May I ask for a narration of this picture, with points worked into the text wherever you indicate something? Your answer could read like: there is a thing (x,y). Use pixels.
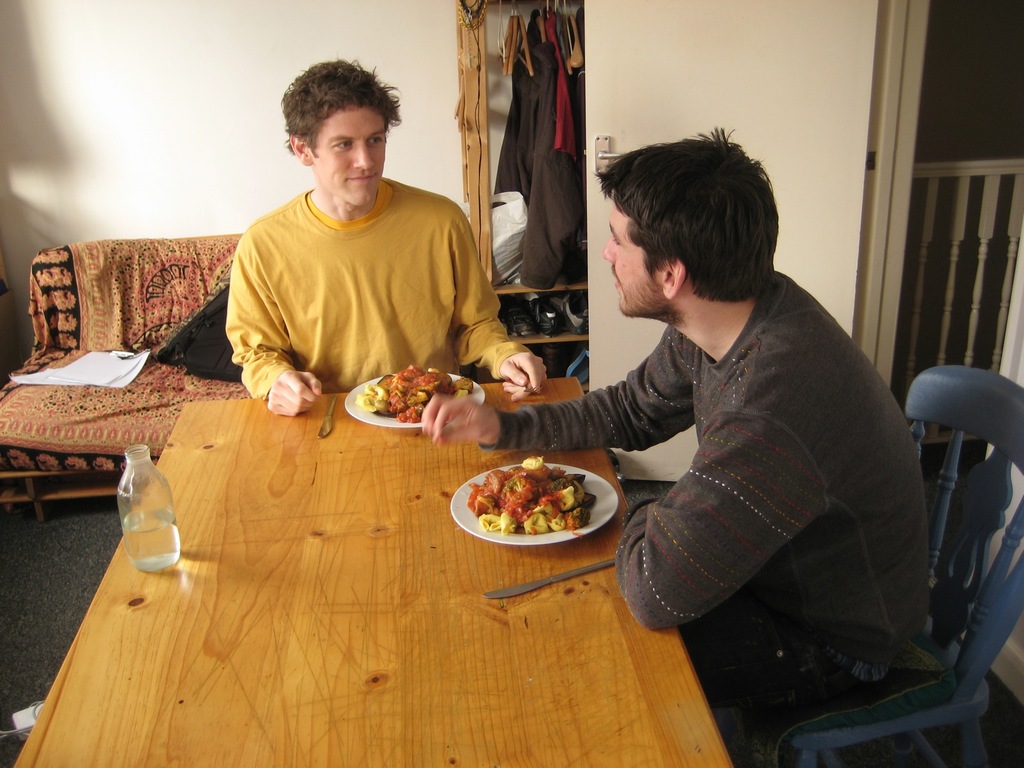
In this image there are 2 persons (621,443) sitting in chair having the food (518,503) in plate (502,511) with a knife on the table (213,437), there is bottle (163,503), carpet (21,517), couch (135,387), papers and in background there is a clothes hangers (507,58).
